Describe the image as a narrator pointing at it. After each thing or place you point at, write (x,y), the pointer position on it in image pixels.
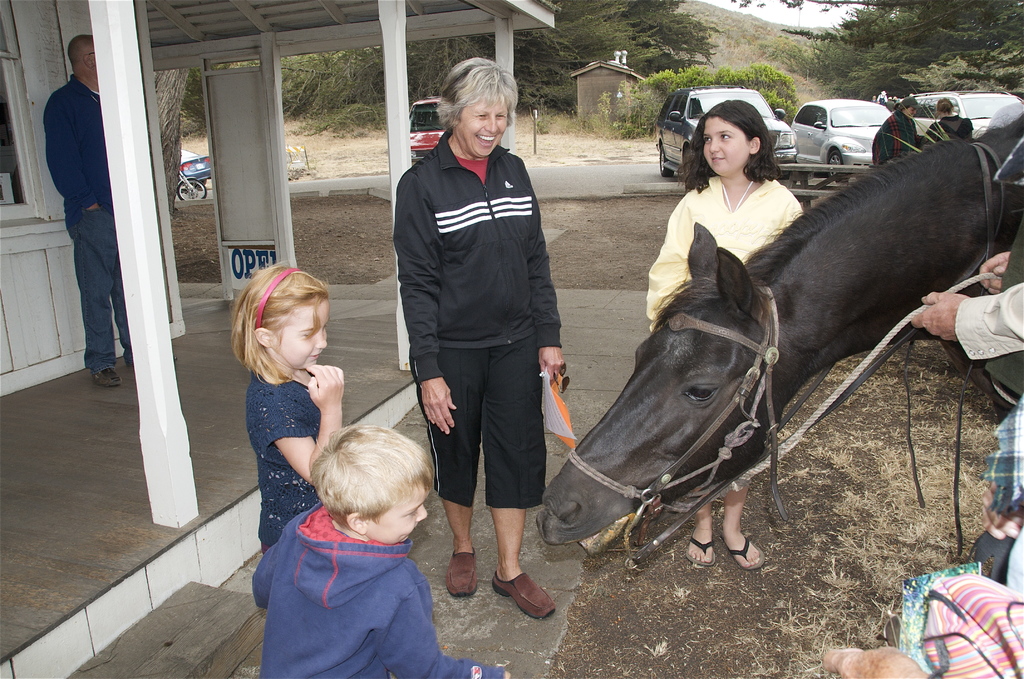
in the image there is a woman (439,261) stood and smiling, beside her there are some kids (337,507) stood and in front (697,378) there is a horse (845,284) and in the background (821,124) there are cars (869,117).
